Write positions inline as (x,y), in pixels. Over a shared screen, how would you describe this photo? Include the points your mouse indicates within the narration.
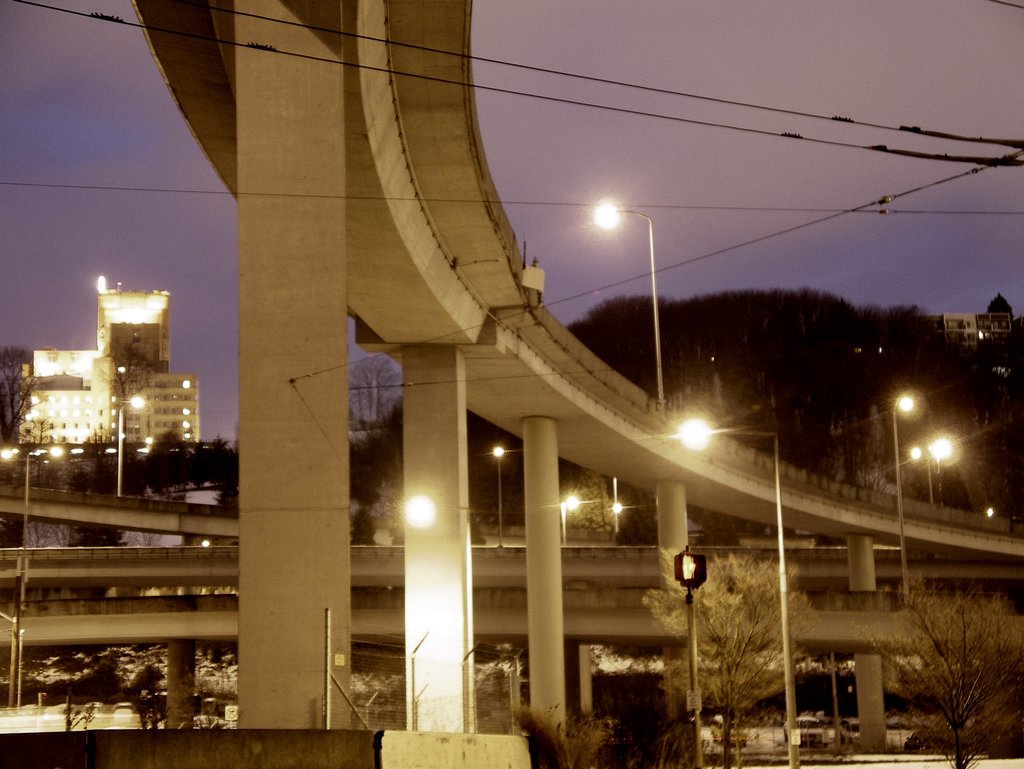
There is a bridge (504,583) in the middle of this image (380,450) and there are some trees (167,469) and building (42,366) in the background (89,385). There are some lights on the right side of this image (688,428). There is a sky (554,140) on the top of this image (618,124).
